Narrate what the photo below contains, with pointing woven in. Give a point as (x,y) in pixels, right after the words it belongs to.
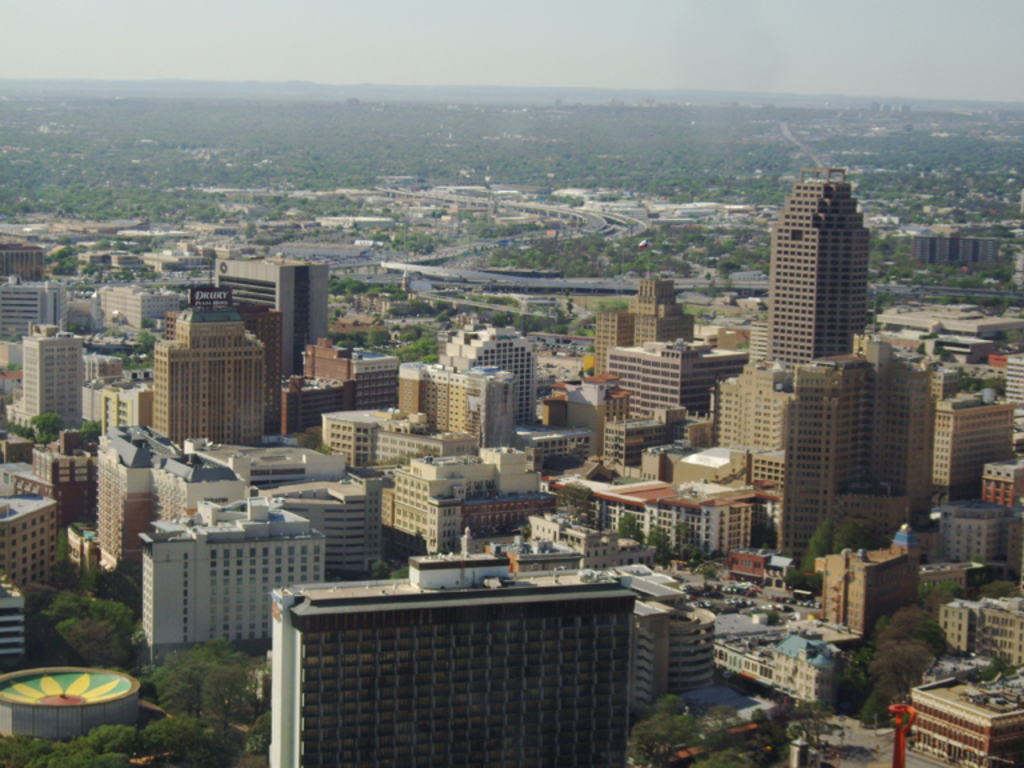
This picture consists of aerial view of city (473,229), in the picture there are group of buildings (728,397), trees (890,651), road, at the top (262,11) there is the sky (470,12) visible.
